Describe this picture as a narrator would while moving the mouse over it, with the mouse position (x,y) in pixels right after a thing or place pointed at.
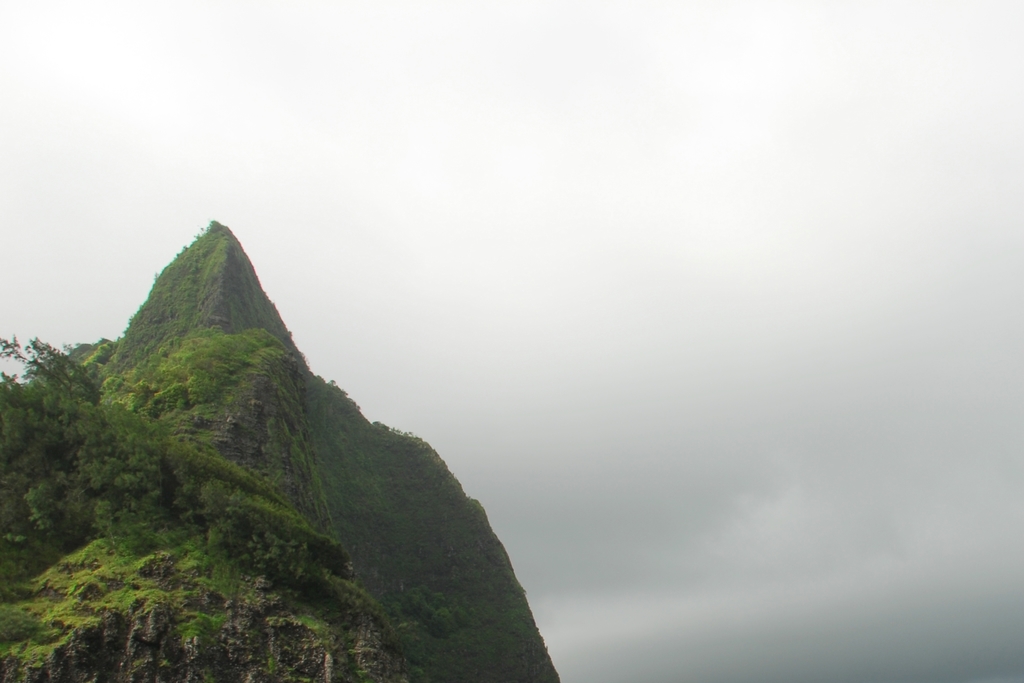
In this image I can see a hill (287,445). There are plants (111,375) and in the background (450,345) there is sky (489,289).
